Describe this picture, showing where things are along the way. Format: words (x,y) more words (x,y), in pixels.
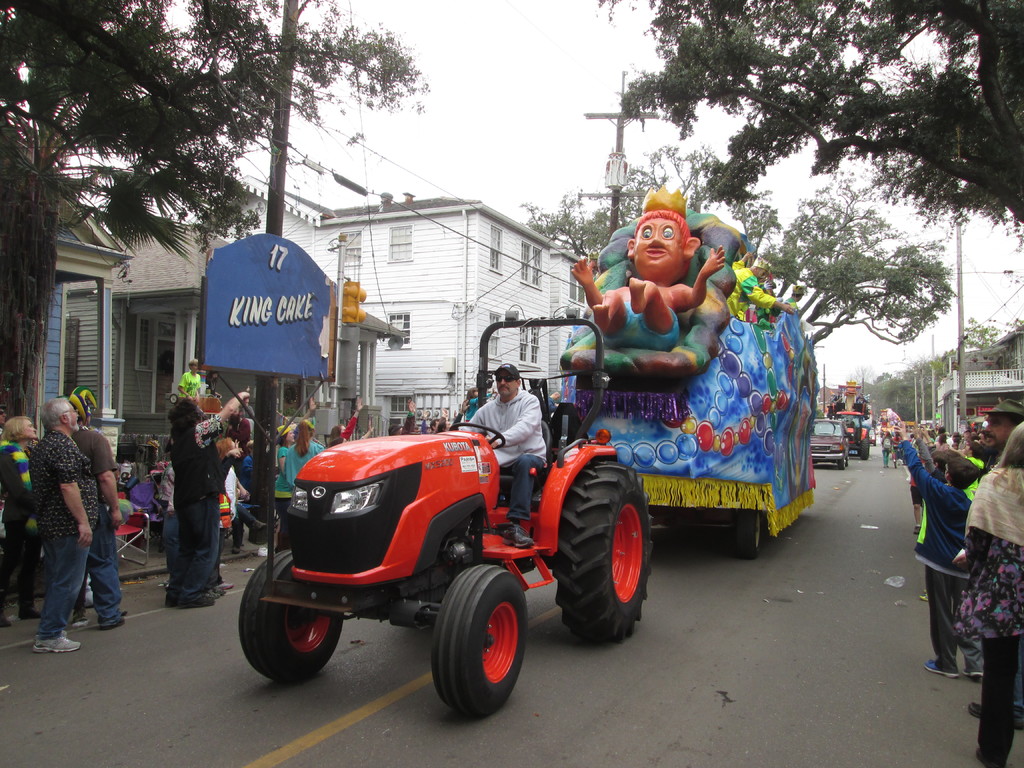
In the foreground of this image (689,576), there is a tractor (507,312) and few more vehicles (850,442) moving on the road (707,590). On either side, there are people (230,429) standing holding few objects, trees (931,130), buildings (423,366), poles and cables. On the left (215,257), there is a board (276,242). At the top (519,31), there is the sky (517,29).
